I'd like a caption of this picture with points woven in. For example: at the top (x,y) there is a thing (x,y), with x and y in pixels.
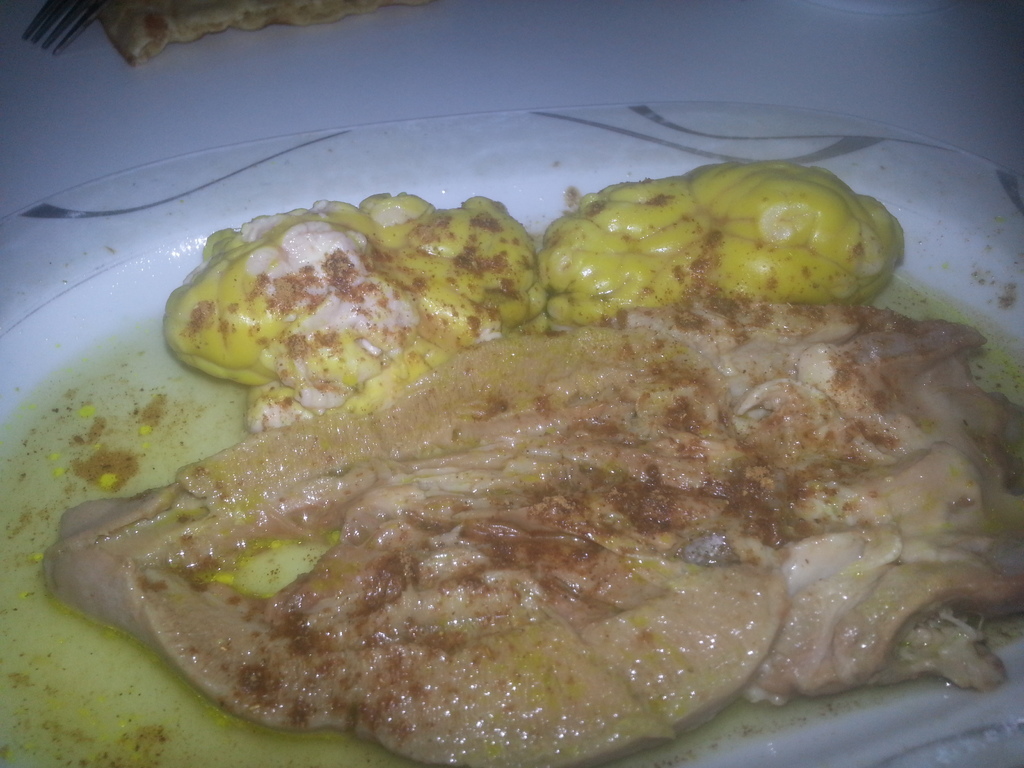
In this image we can see food (496,236) in plate (725,141) placed on the table (399,45).
